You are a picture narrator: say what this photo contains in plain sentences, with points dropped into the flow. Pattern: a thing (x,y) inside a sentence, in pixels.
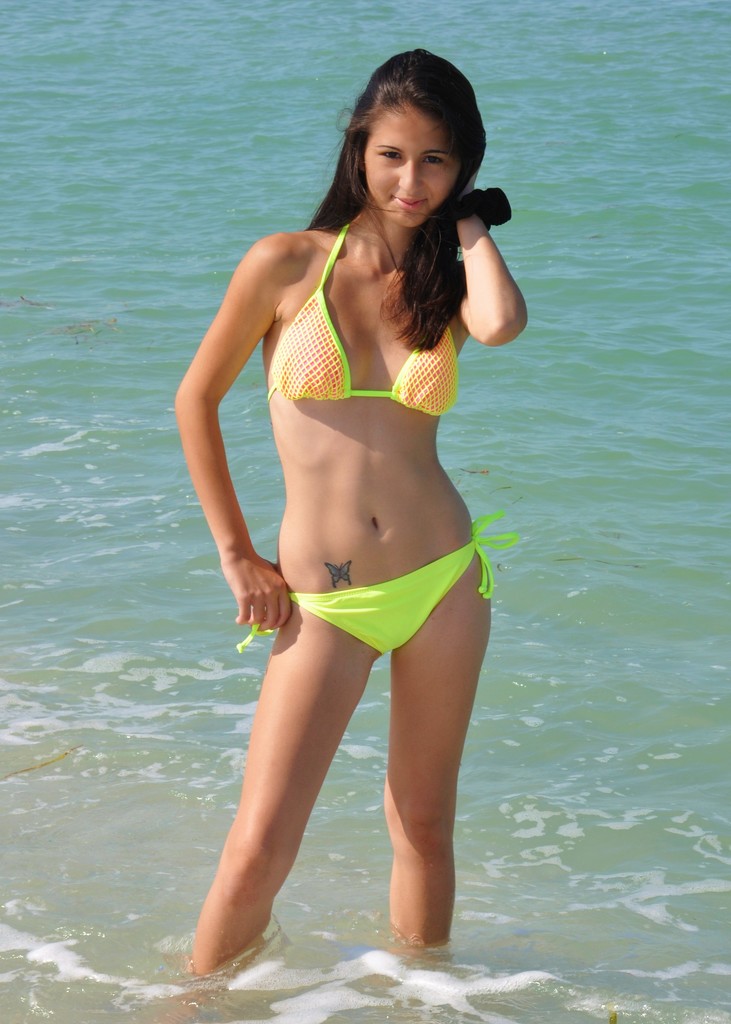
In this picture we can see a girl (281,773), she is smiling and we can see water (632,506) in the background (582,676).
